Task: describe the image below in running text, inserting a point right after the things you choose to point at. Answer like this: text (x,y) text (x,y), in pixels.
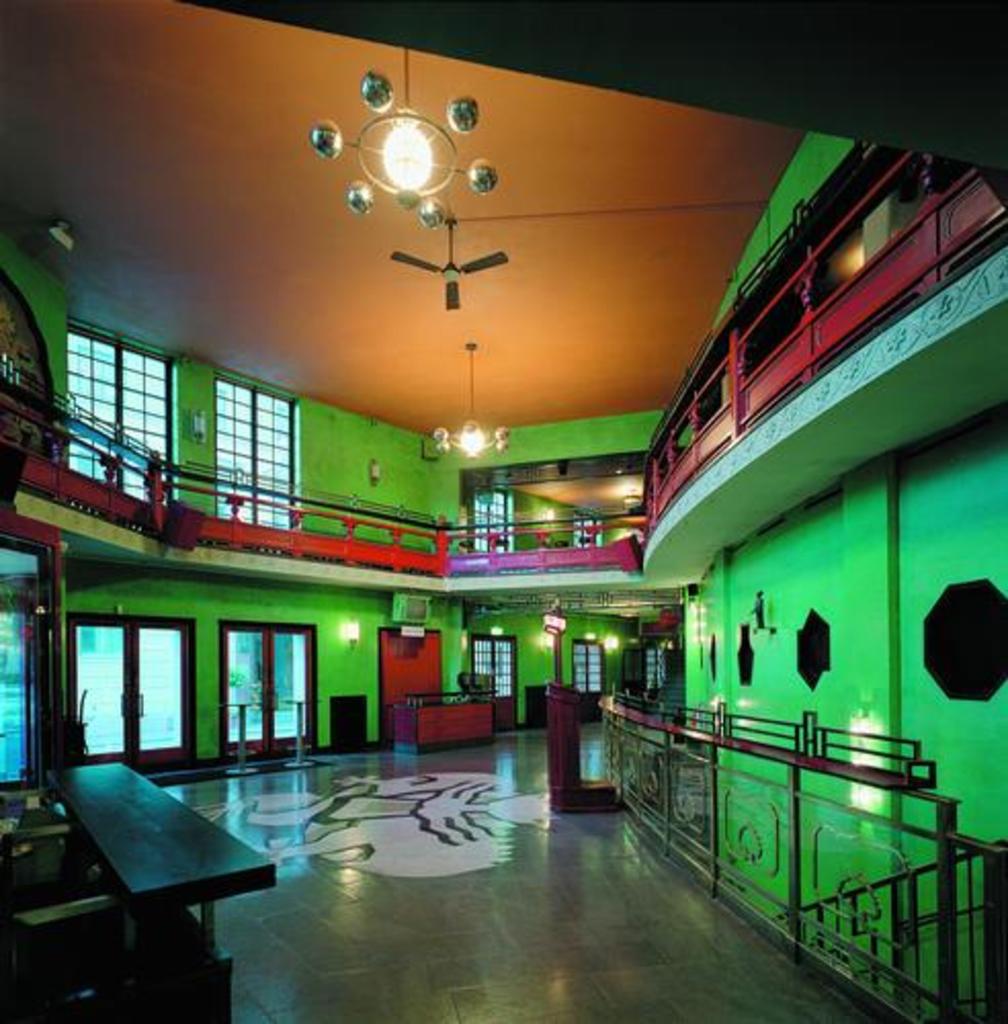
This is an inner view of a building (380,710) in which we can see the windows (480,678), railing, doors (227,669), a table (223,859), a television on a wall (199,726), some lights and the picture (440,819) on the floor (412,920). On the top of the image (179,297) we can see the chandeliers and a ceiling fan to a roof (368,377).
